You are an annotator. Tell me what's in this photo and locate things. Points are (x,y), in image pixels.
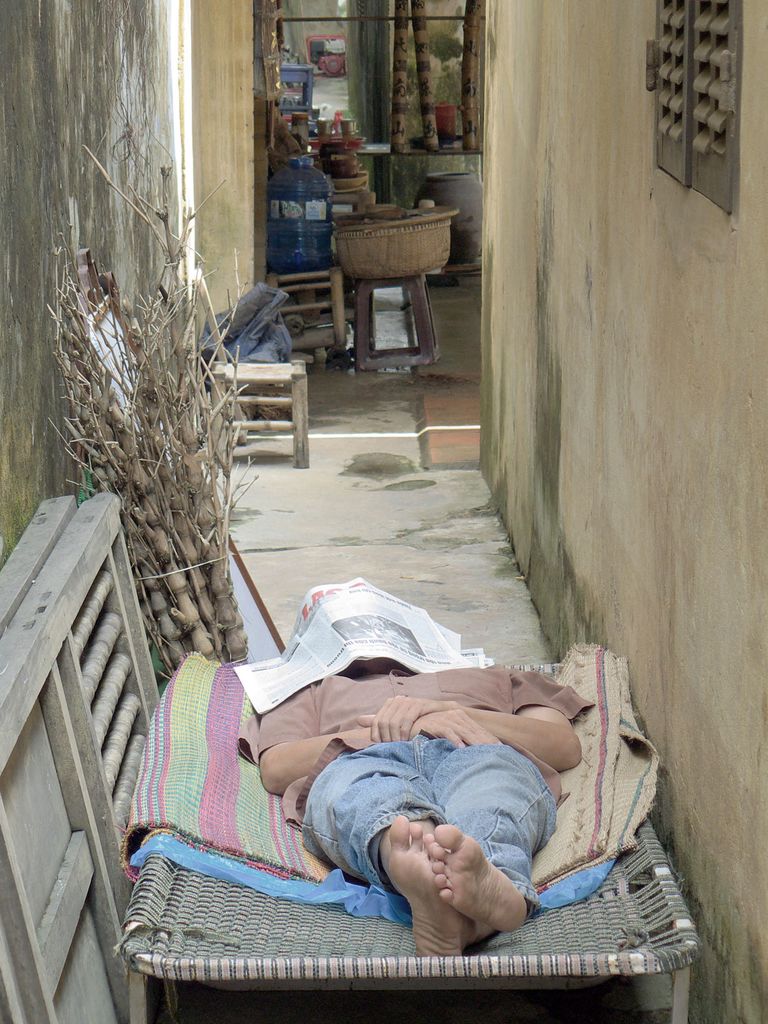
In this image we can see this person (366,787) wearing shirt (544,687) and jeans (333,790) is lying on the cot (357,923) by covering their face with newspaper (359,615). Here we can see the wall (1,484), we can see a few wooden objects (14,878), wooden stools (231,382) and a few more things (347,196) in the background (367,192).
